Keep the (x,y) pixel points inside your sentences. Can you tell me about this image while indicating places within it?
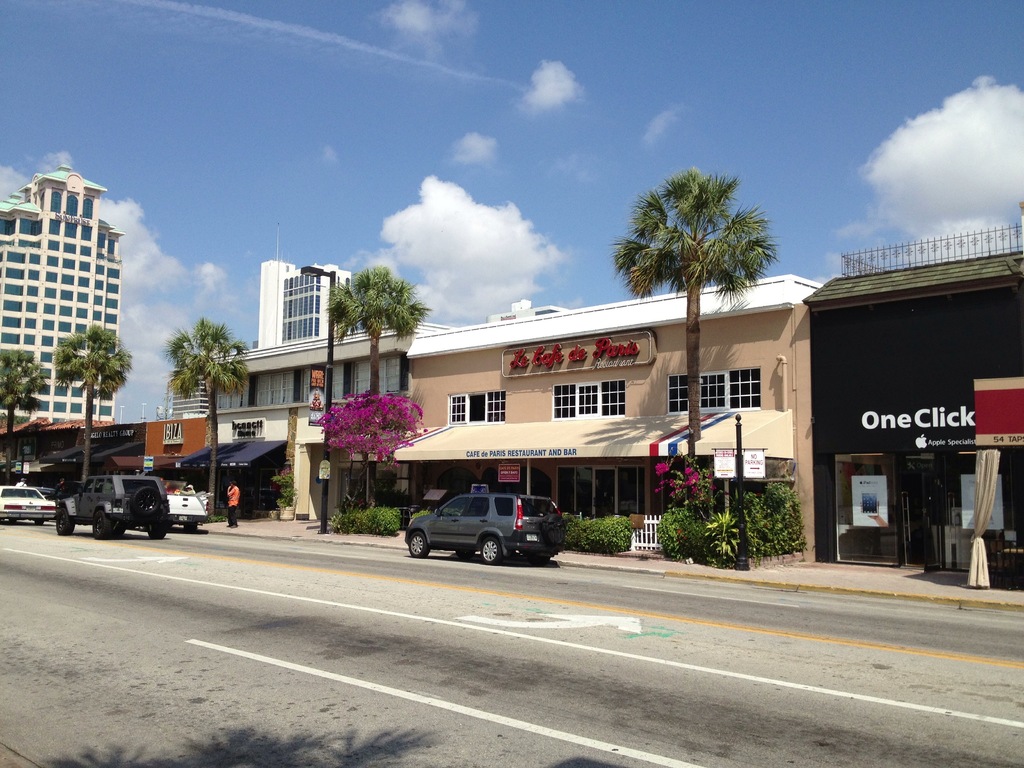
In this image we can see vehicles (140,495) on the road (305,541), person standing on a footpath (253,527), buildings (283,411), plants (336,411), trees (79,374), fence (651,540), windows (367,390), boards (724,454) on a pole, cloth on the right side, boards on the walls (420,387) and clouds (183,311) in the sky (142,393).
